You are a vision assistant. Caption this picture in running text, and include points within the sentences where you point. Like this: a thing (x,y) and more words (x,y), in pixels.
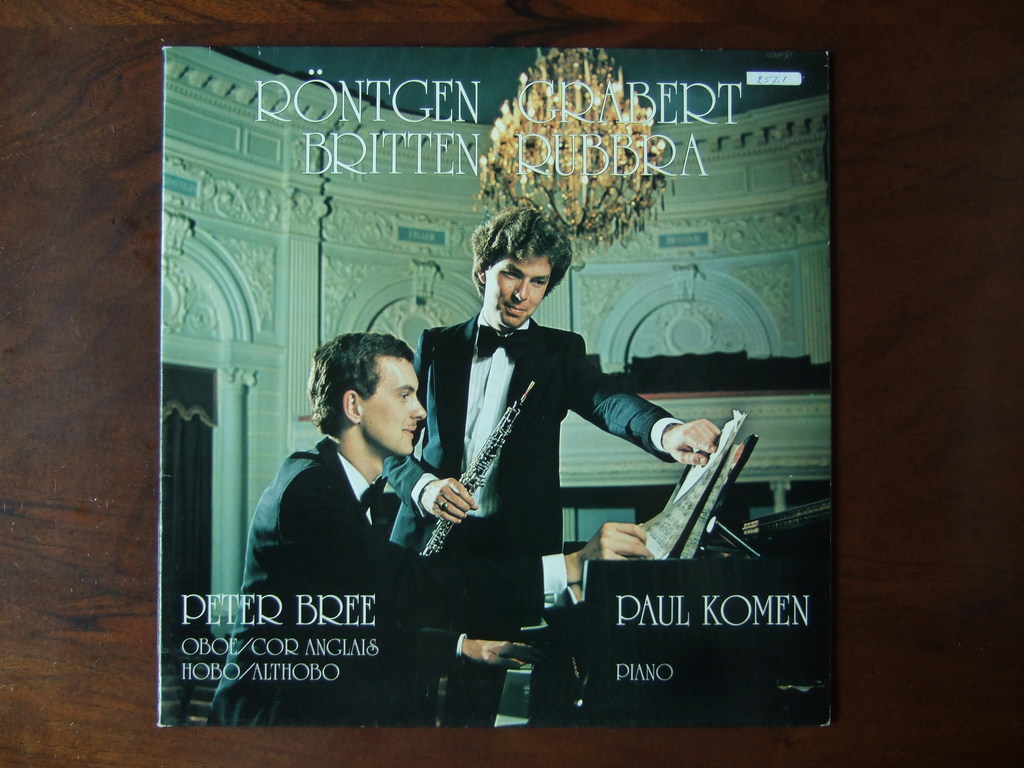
In this image I can see a pamphlet (319,417), in the pamphlet (470,435) I can see two persons (462,443), one person (372,570) is sitting and the other person (476,525) is standing. They are wearing black blazer (513,502), white shirt (483,430) and the pamphlet (274,423) is on the table (72,485) and the table (29,396) is in brown color.
